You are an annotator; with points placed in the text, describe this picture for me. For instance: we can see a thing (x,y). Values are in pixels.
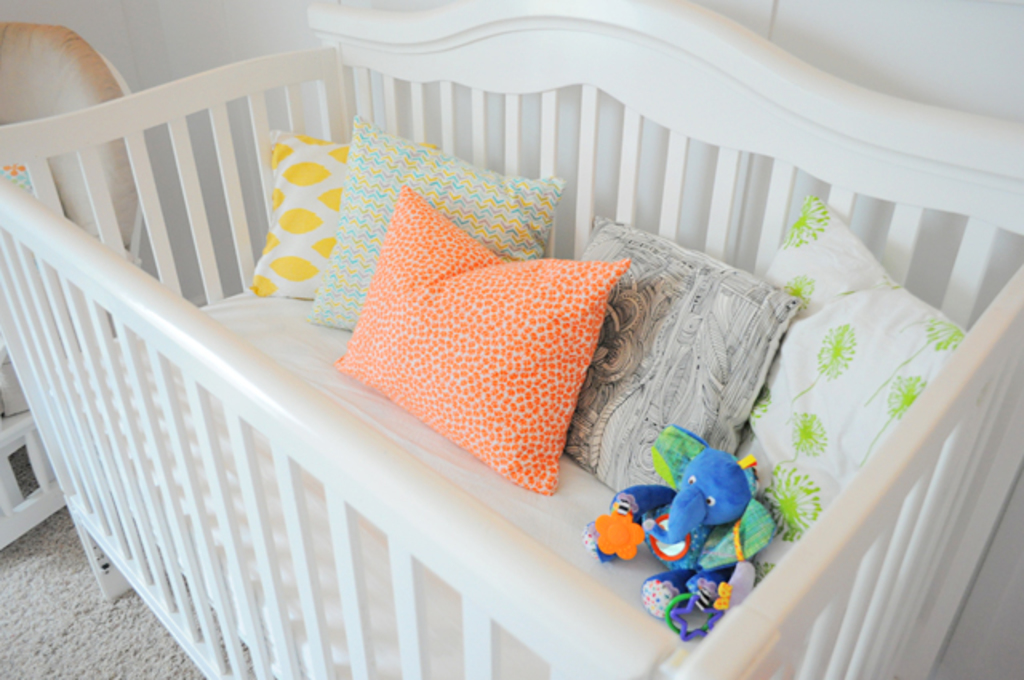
In this image in the front (231,346) there is a cradle (573,631) which is white in colour and in the cradle (734,645) there are cushions (372,268) and there is a toy (683,527) which is in the shape of an elephant. In the background (69,65) there is a chair (67,110).
